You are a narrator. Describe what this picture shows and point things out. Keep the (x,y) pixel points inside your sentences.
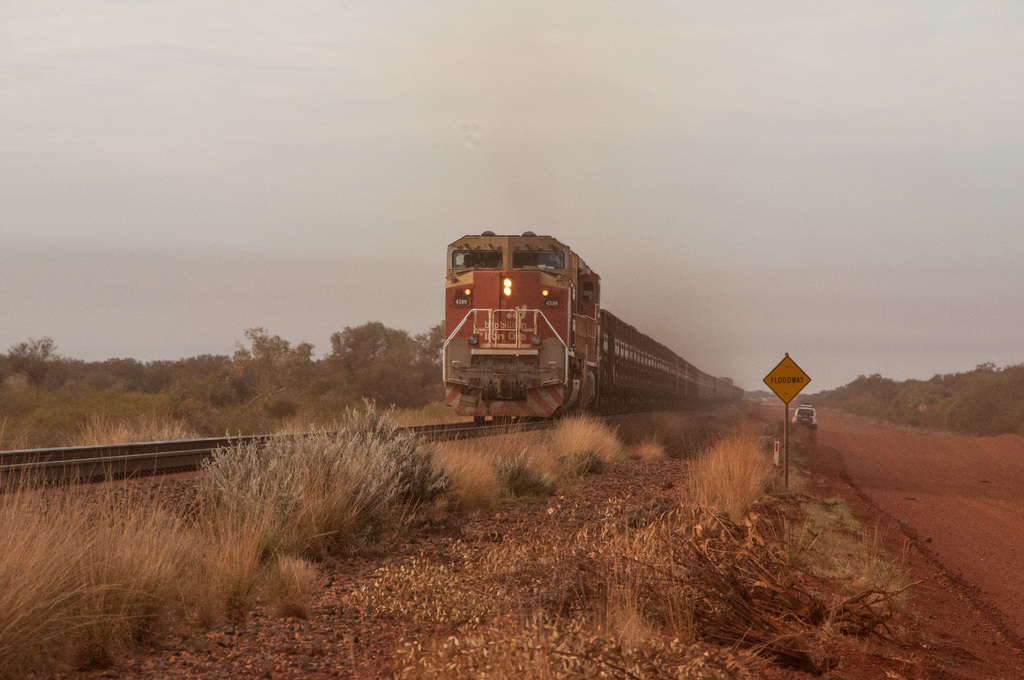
In the middle of the picture (496,295), we see a train (515,360) in red color is moving on the railway tracks (15,457). Beside that, we see grass (258,559), shrubs (372,501) and stones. Beside that, we see a yellow color board (782,370) and a car (800,410) is moving on the road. On the right side (893,404), there are trees (919,410). On the left side (204,378), we see trees (44,340). At the top of the picture (453,199), we see the sky (479,201).
